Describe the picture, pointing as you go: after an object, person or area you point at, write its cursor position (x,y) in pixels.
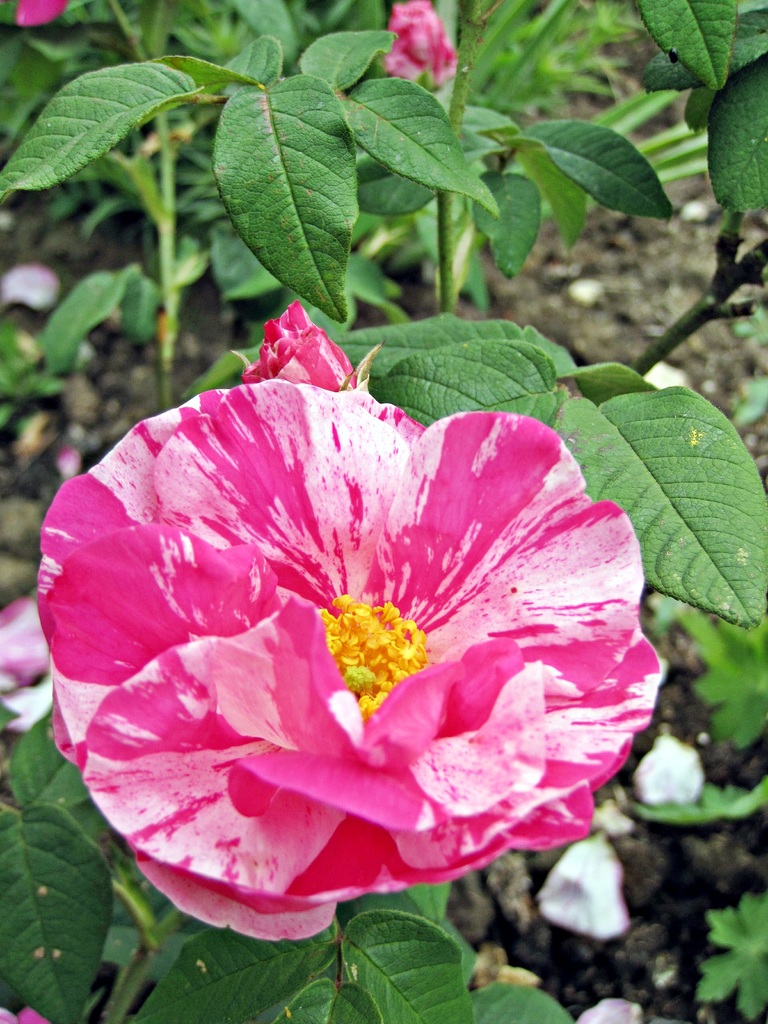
In this picture we can see a plant (316,713) with a flower (245,515) and buds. There are flower petals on the soil (574,308).
